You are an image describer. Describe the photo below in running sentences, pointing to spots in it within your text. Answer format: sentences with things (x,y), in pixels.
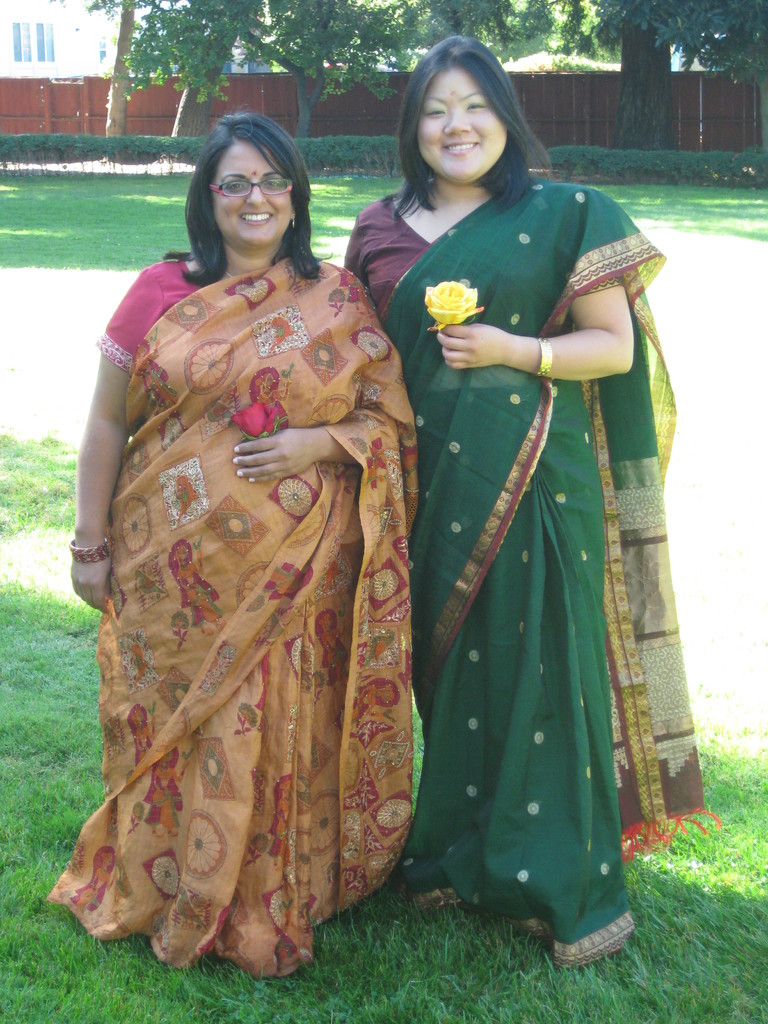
In this picture I can see 2 women (322,428) in front (397,408) who are standing and I see that both of them are smiling and they are holding flowers (255,412) in their hands (476,365) and I see the grass (80,305). In the background (41,165) I see the plants (47,136), trees (717,48) and the fencing (261,113).
